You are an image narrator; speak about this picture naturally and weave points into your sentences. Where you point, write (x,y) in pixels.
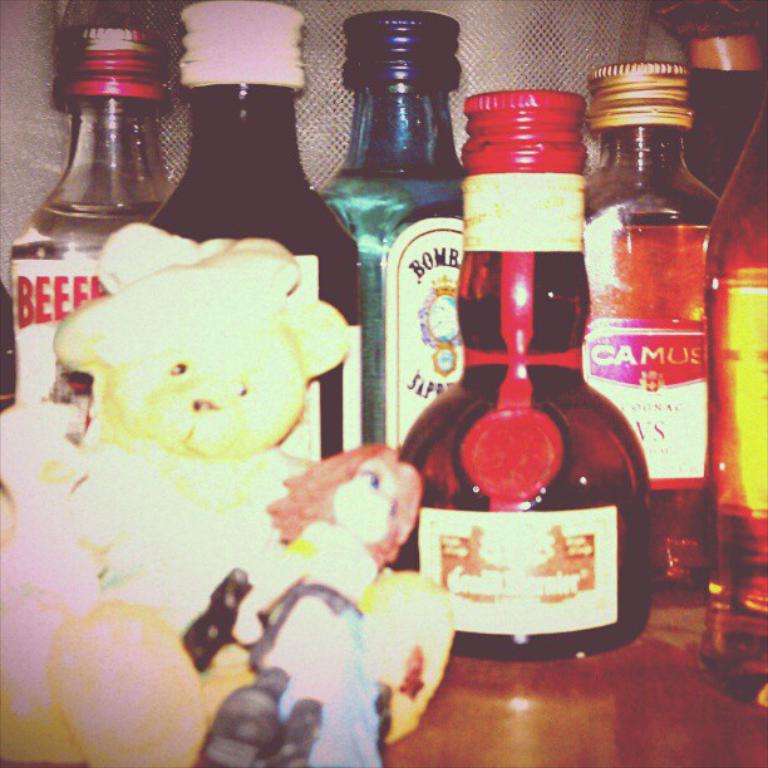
There are six glass bottles (510,211) sealed with the metal caps (241,38). This looks like a small toy (269,594). These are placed on the table (587,688). Every bottle (535,553) has a label (639,382) attached to it.
